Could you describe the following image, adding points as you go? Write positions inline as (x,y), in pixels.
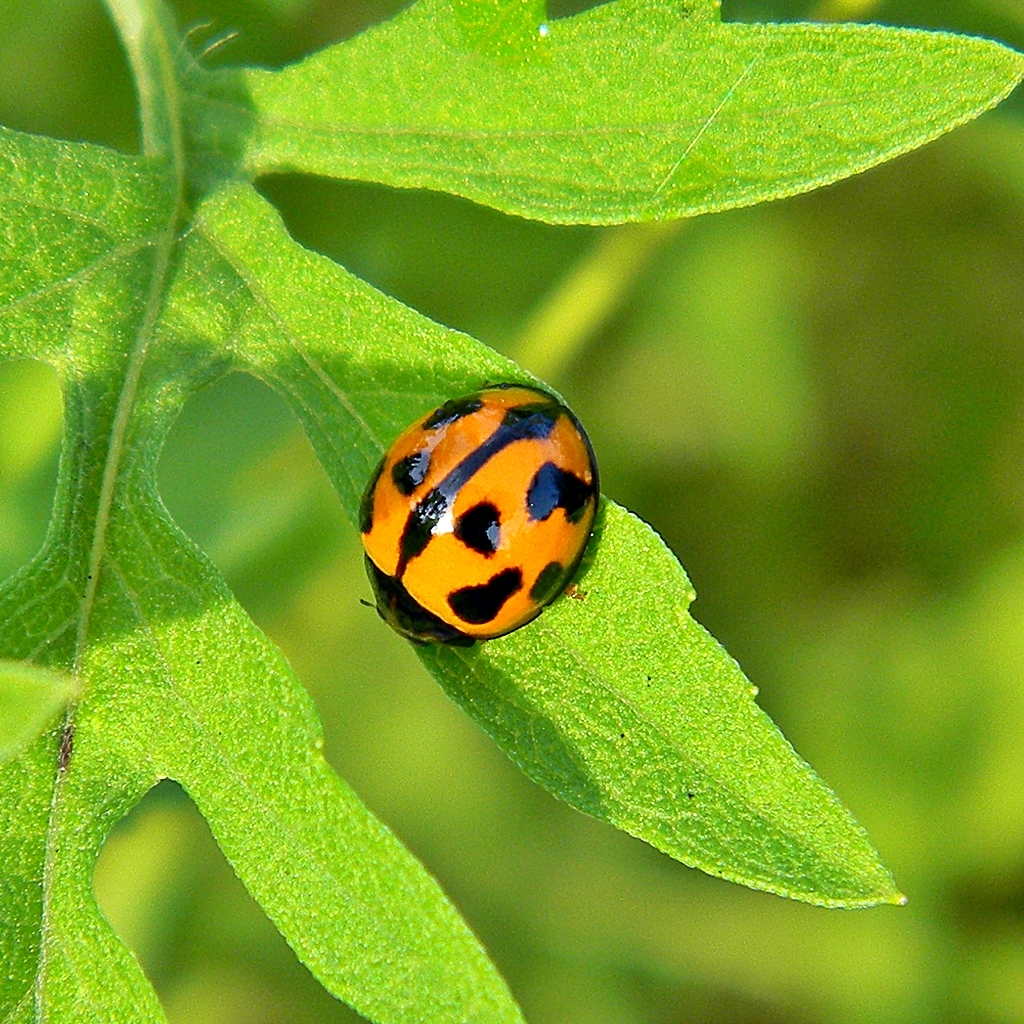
In this image we can see an insect (409,458) on the leaf (126,351) and blur background (860,490).
